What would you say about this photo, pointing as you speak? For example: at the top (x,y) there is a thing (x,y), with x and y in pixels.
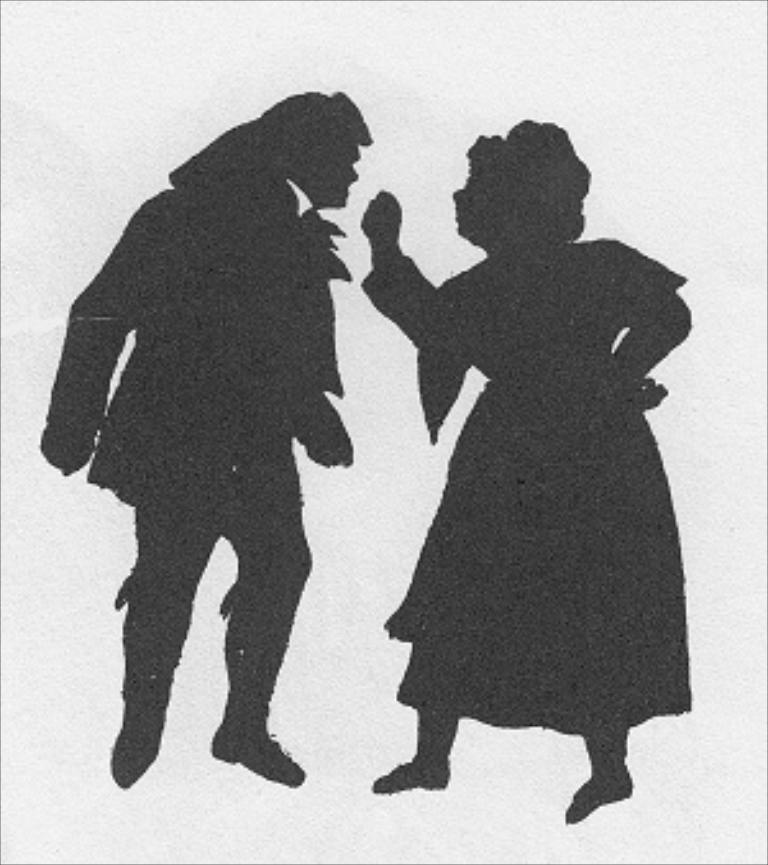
There is a black color picture of a man (282,356) and a woman (544,526). In the background (713,506) it is plain.
